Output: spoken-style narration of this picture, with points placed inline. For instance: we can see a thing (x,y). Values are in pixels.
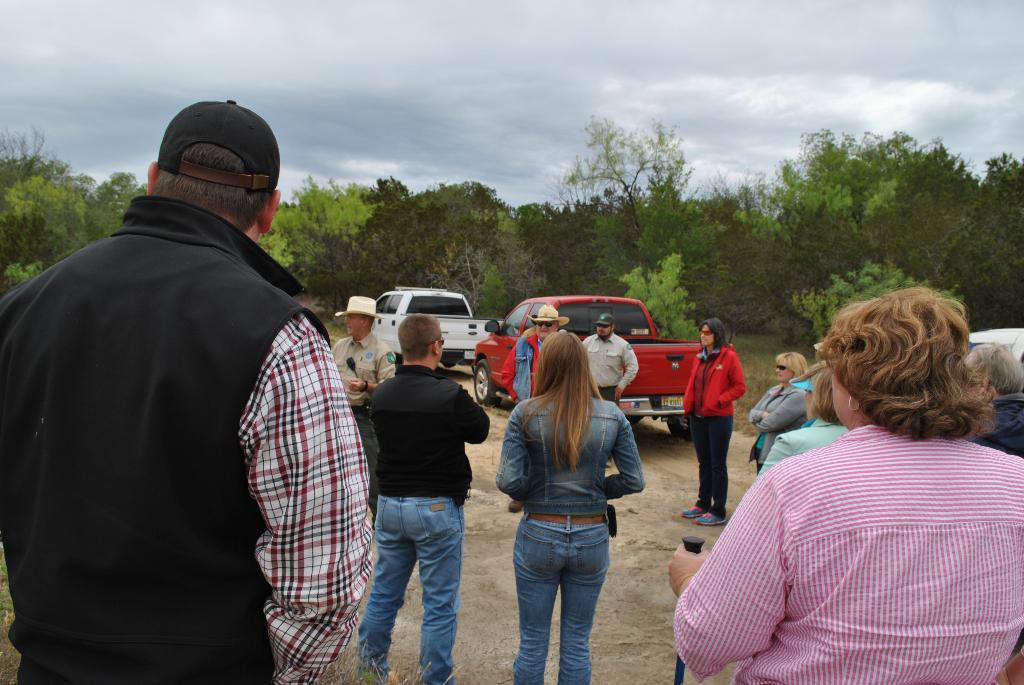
In this image we can see some people (563,613) standing on the ground (464,570). We can also see two trucks (631,406) on a pathway (744,435). On the backside (555,236) we can see a group of trees (588,241) and the sky (497,97) which looks cloudy.
